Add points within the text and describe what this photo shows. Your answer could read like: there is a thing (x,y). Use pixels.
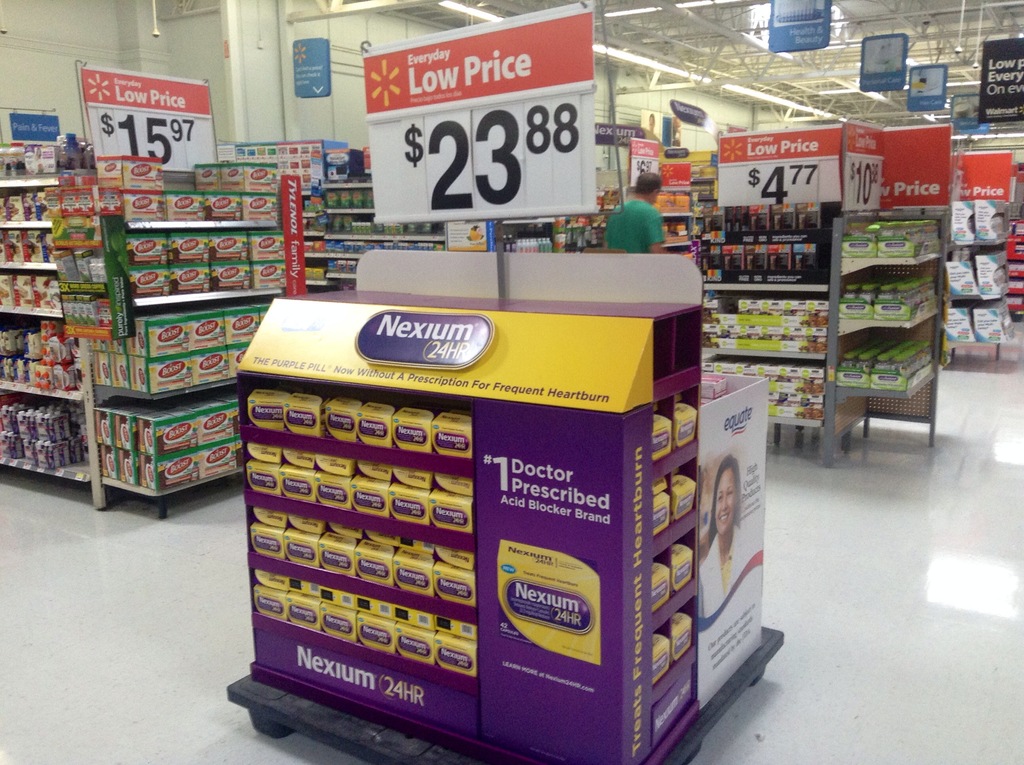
Here in this picture we can see a store (368,244), in which we can see number of food items (432,430) present in racks (929,309) and we can see price boards (173,129) present on the racks (603,187) and in the middle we can see a person (651,216) standing on the floor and we can see hoardings (810,41) present all around the store (788,101) and we can also see lights (769,94) present.
